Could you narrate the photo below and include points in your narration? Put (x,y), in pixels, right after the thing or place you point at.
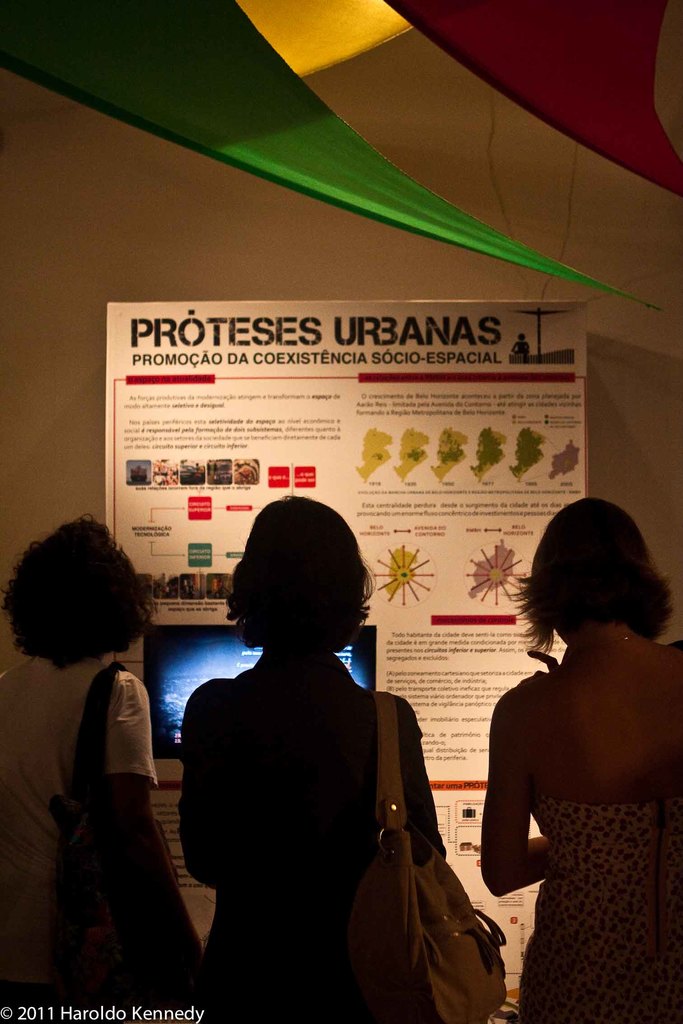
The picture taken in a room (583,796). In the foreground of the picture (582,758) there are three women (330,784), two women (262,788) are wearing bags (369,896). In the center of the picture (360,449) there is a board (361,450). In the background (114,265) it is wall (254,181).
